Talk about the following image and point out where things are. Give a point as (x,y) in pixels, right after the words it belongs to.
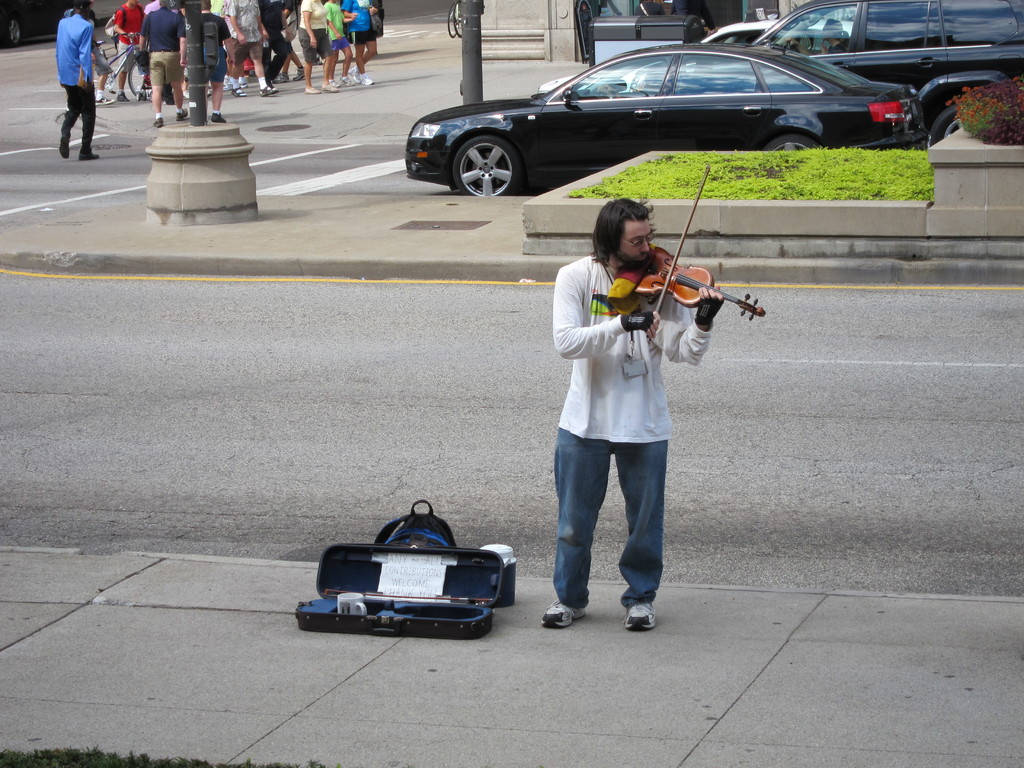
In the center of the image (628,395) there is a person (622,376) who is playing a violin (668,289), besides him there is a violin case (474,579) and box (505,569). On the top left (323,57), there are group of people (245,85) who are crossing the road (139,147). The red t-shirt person (131,60) holding a bicycle (133,75). On the right side (831,36) there is a cars (831,121). Here it's a grass (811,170).
